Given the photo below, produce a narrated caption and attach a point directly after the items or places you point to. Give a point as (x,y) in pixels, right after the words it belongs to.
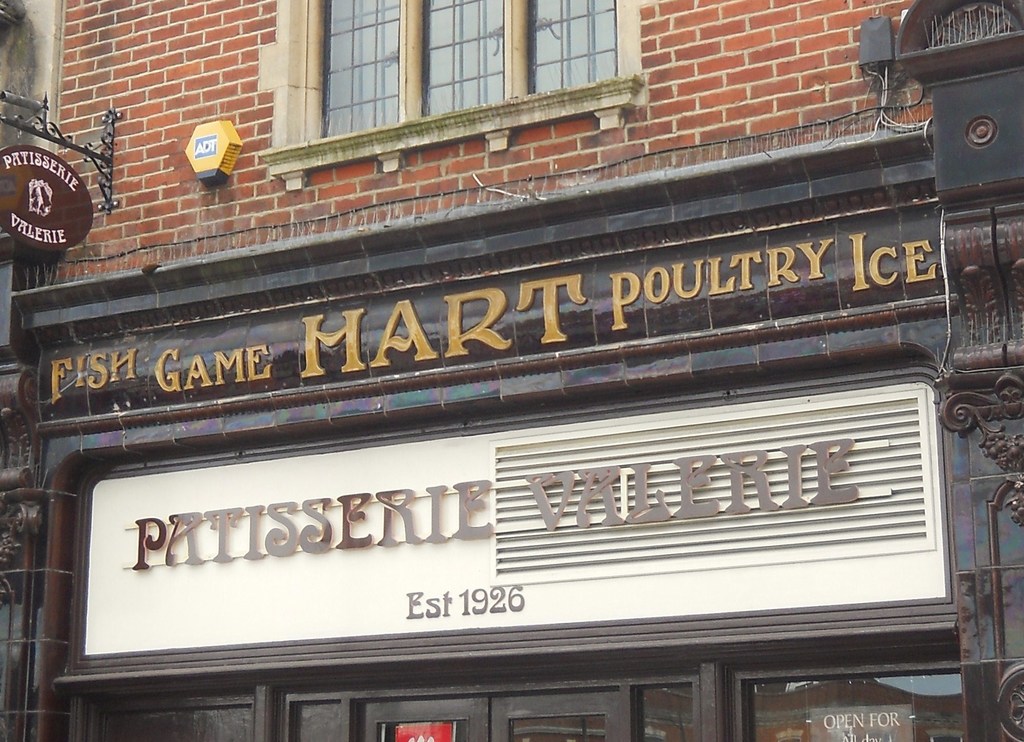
In the picture I can see a store (623,645) which has something written on it and there is a glass window (453,51) above it.
